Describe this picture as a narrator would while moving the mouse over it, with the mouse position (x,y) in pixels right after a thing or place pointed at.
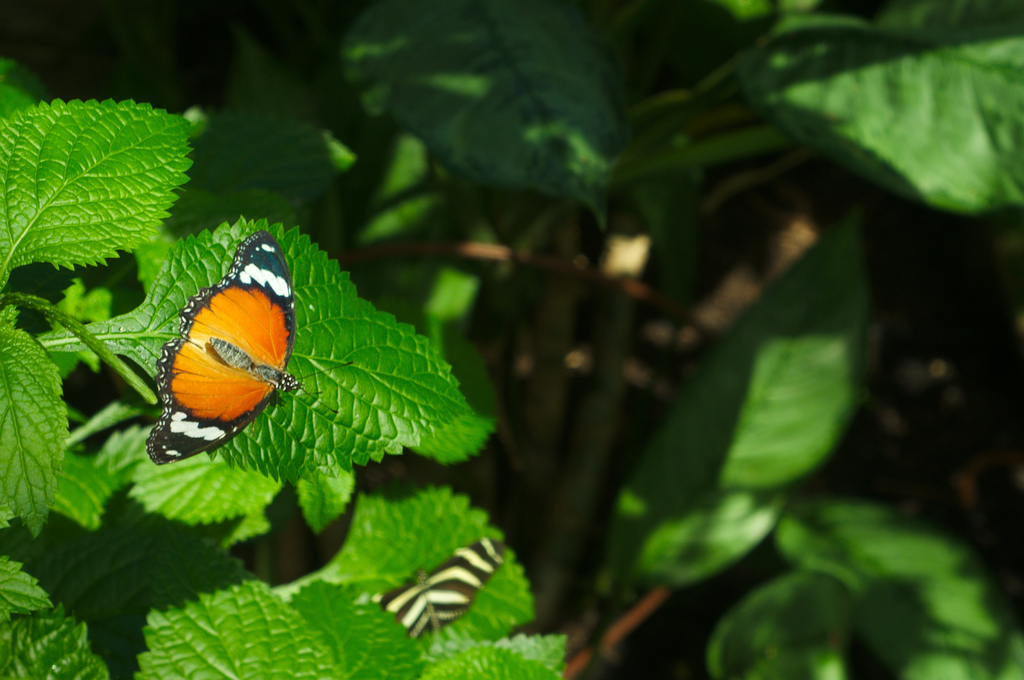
In this image there are butterflies (229,416) on leaves (321,438), behind them there are leaves (744,348) with stems (601,366).
